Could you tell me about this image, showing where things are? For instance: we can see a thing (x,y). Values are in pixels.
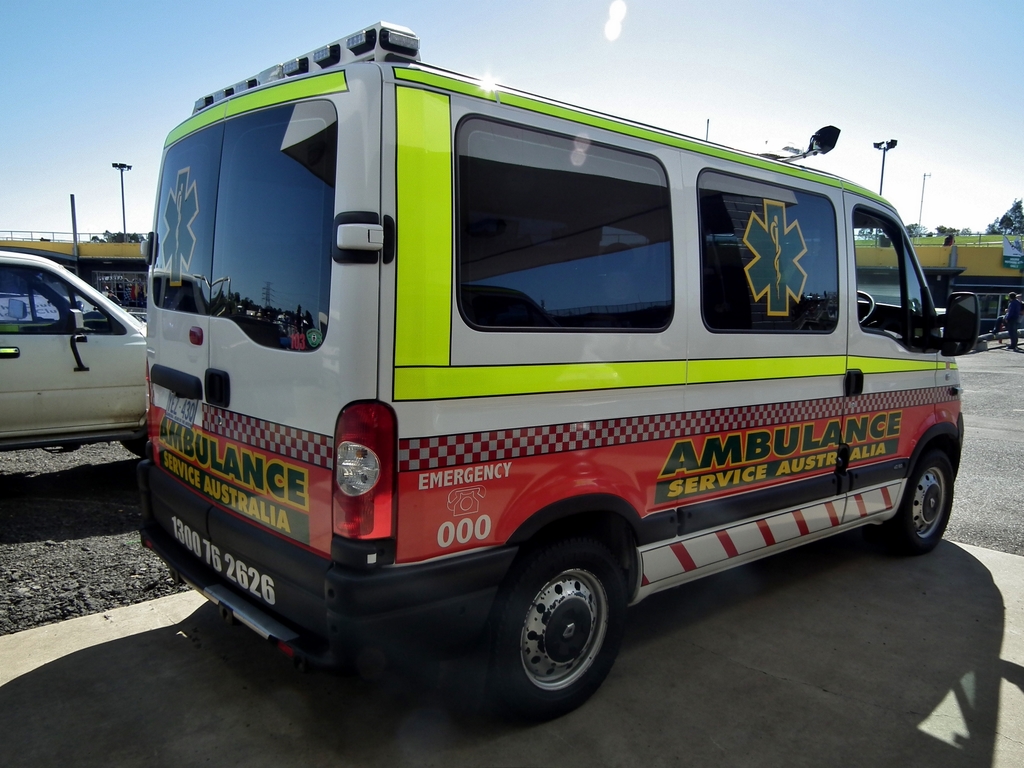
In this image I can see an ambulance (394,323) and on it I can see few logos (777,215) and I can see something is written. In background (986,358) I can see road (982,380), a vehicle (61,292), few poles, buildings (951,261), trees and the sky (101,117).
